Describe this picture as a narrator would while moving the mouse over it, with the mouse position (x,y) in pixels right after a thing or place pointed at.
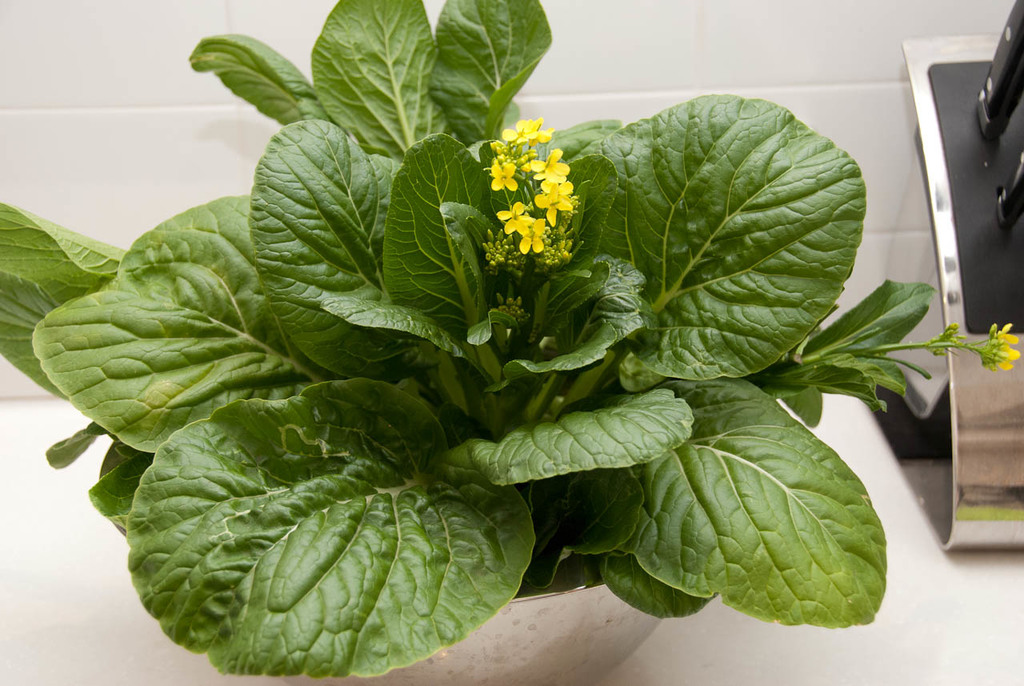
In this image I can see there are plants (525,353) with yellow color flowers (566,207).
